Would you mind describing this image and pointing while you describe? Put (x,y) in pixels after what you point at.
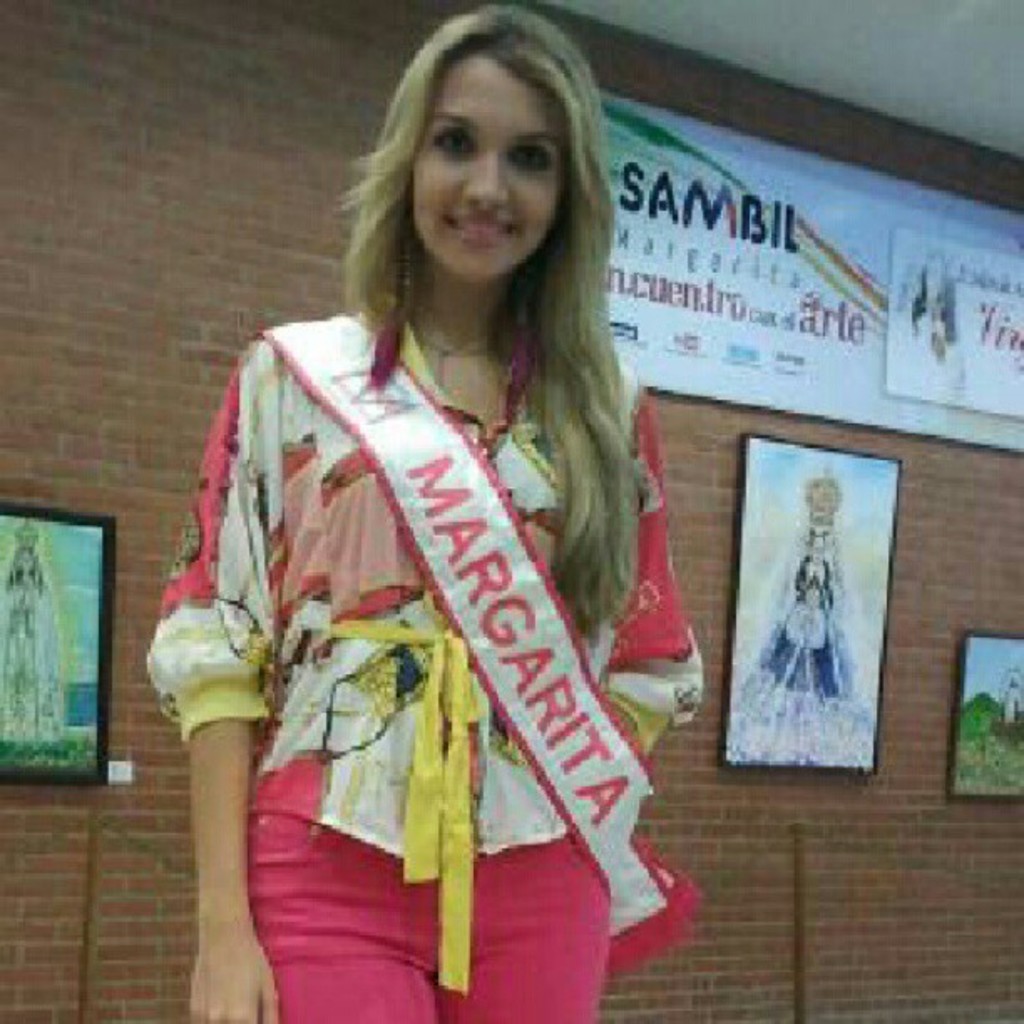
In this image we can see a woman (454,679) and in the background (940,764) there is a wall (159,292) with picture frames (65,655) and a board (813,270) with text (780,310) and metal rods (799,934) in front of the wall (78,906).
